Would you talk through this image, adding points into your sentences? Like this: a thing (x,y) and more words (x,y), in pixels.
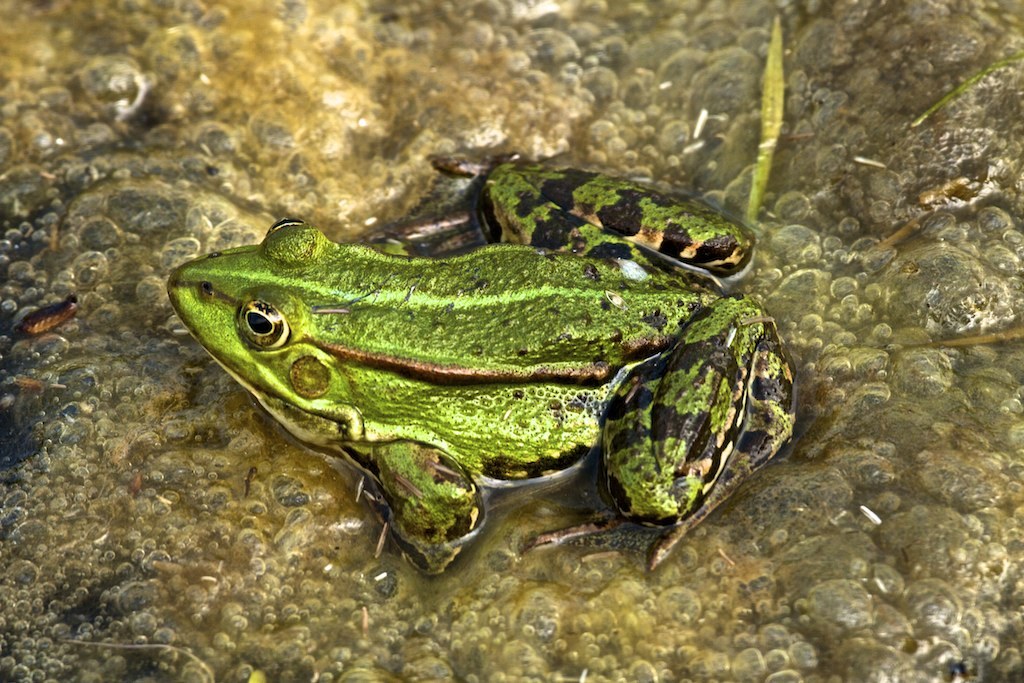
In this image, we can see a frog (565,375) in the water (124,378). Here we can see some objects (66,633).
